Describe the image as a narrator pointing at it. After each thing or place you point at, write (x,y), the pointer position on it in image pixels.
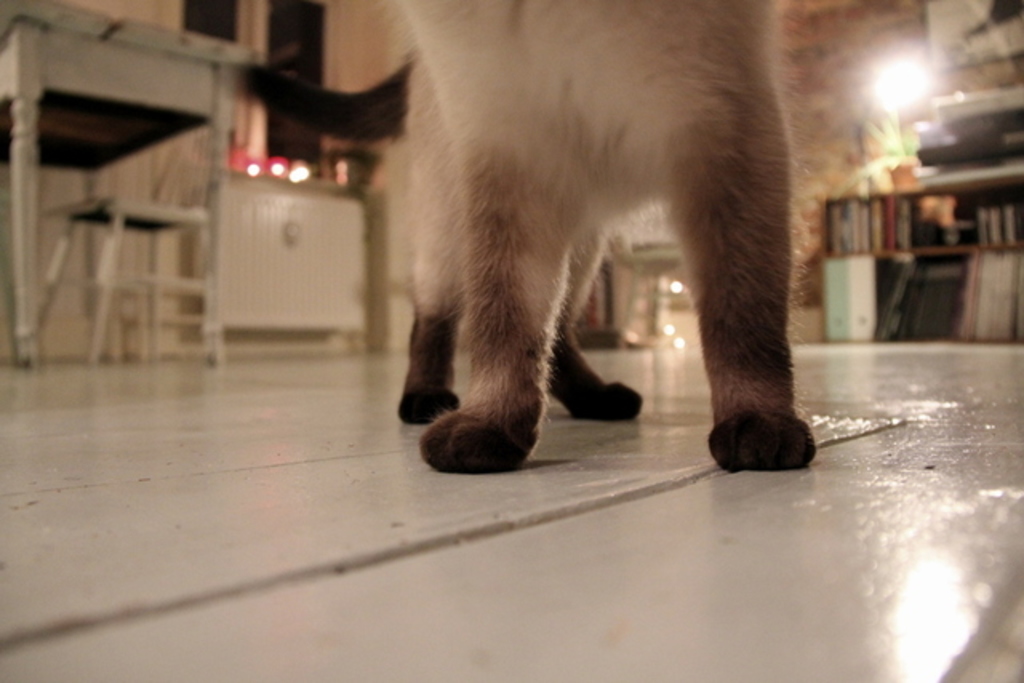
In this image, this looks like an animal (532,331) standing on the floor (351,505). This is a table (161,85) and a chair (178,221). I think this is a cupboard (313,298). These are the books (995,272), which are placed in a bookshelf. I can see few objects (297,170) near the window (300,156).
